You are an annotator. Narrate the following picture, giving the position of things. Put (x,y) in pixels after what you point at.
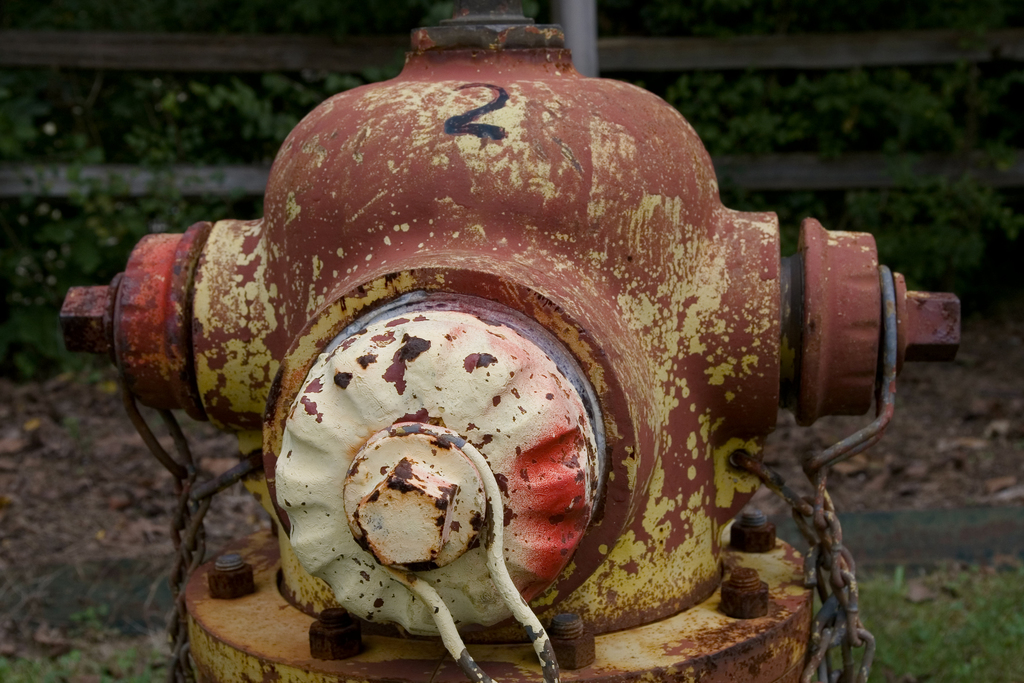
In this image in the foreground (584,225) there is one fire hydrant (402,453) and some chains (805,529). In the background (595,50) there is a fence (623,46), grass (951,599), pole (592,12). At the bottom (936,595) there is grass (864,573) and some plants (864,573).
